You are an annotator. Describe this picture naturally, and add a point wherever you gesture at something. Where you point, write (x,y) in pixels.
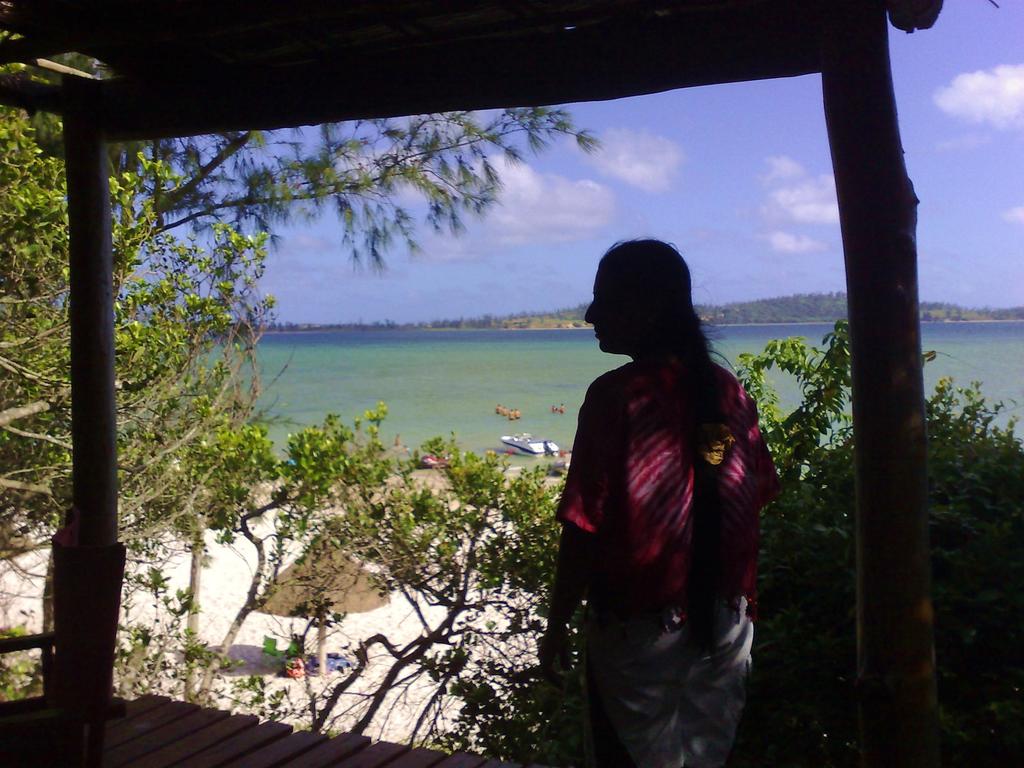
In this image I can see a person (621,495) is standing. I can also see wooden poles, trees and some objects (366,599) on the ground (374,625). In the background (730,208) I can see a boat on the water (487,426) and the sky (570,182).
